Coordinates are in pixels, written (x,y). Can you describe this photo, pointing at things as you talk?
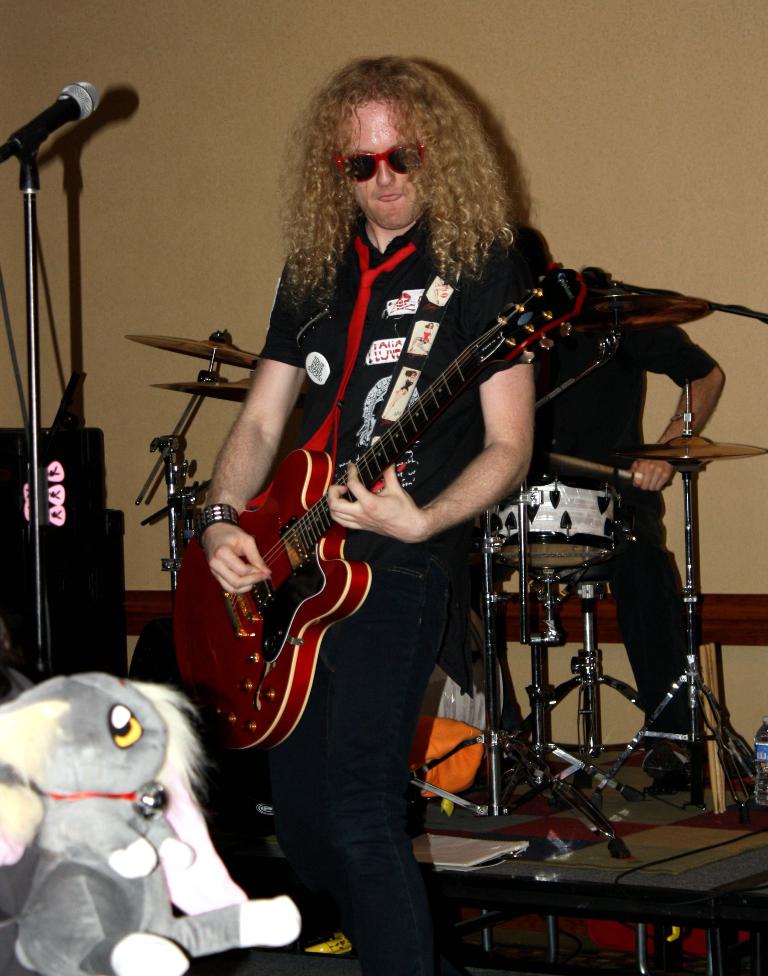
Here in the middle (273,372) we can see a person (250,448) playing a guitar (305,639) and in front of him we can see a toy (32,700) present and behind him we can see a person (691,388) playing drums (609,542) and there are microphones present here and there
